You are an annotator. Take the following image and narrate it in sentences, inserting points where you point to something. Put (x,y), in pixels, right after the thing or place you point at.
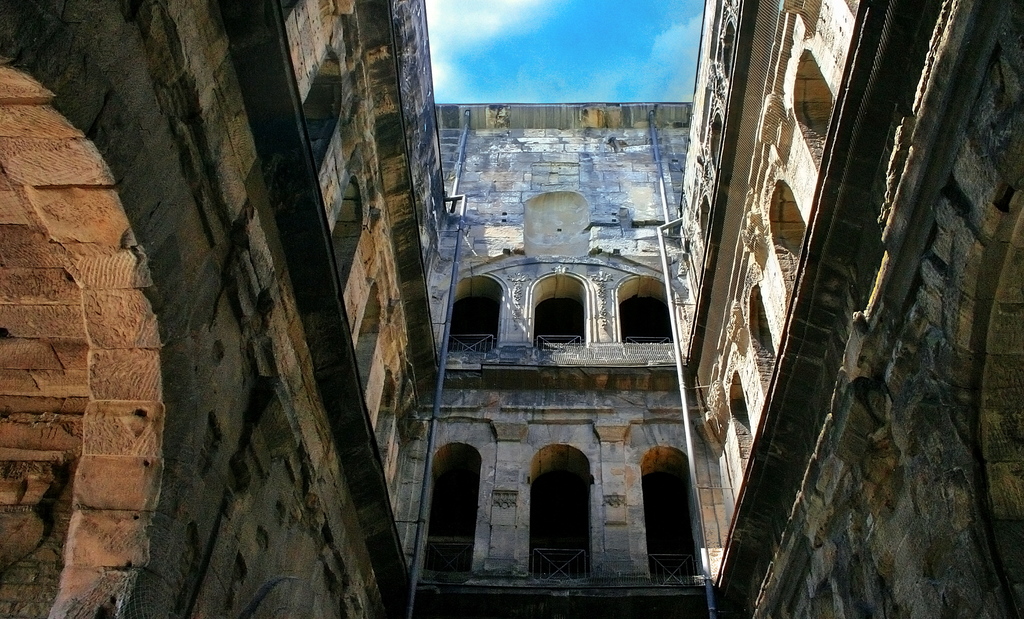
In this image we can see a building (816,482). These are pipes (463,208). Sky (596,66) is in blue color. These are clouds (671,49).
